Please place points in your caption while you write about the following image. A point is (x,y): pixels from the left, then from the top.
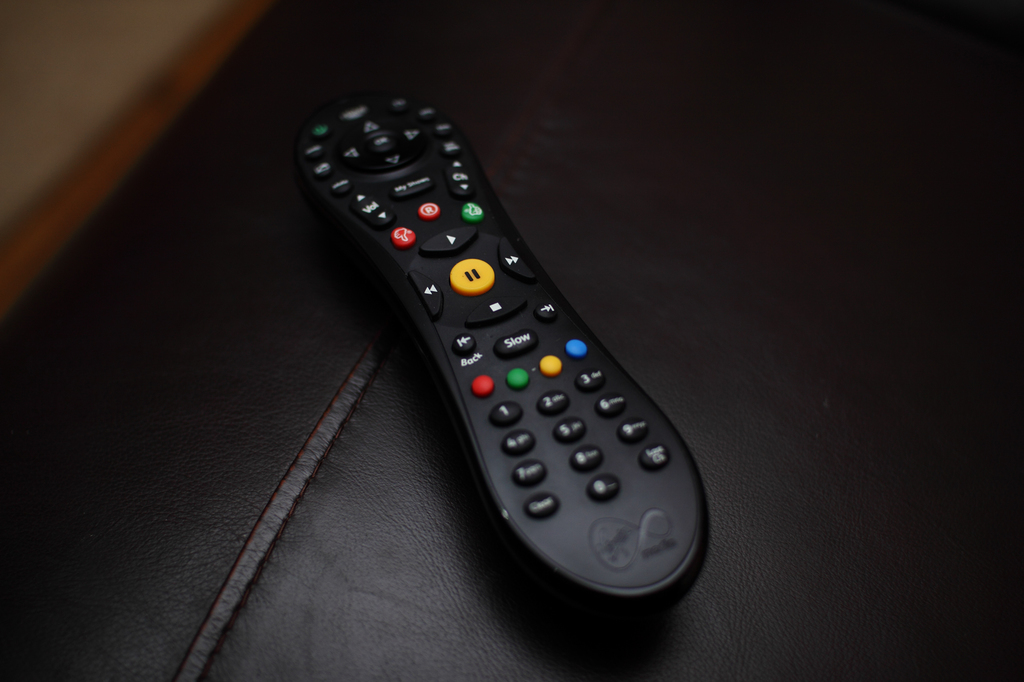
In this image we can see one remote (493,396) on the surface (379,307) and one object (71,135) on the surface (28,317).
